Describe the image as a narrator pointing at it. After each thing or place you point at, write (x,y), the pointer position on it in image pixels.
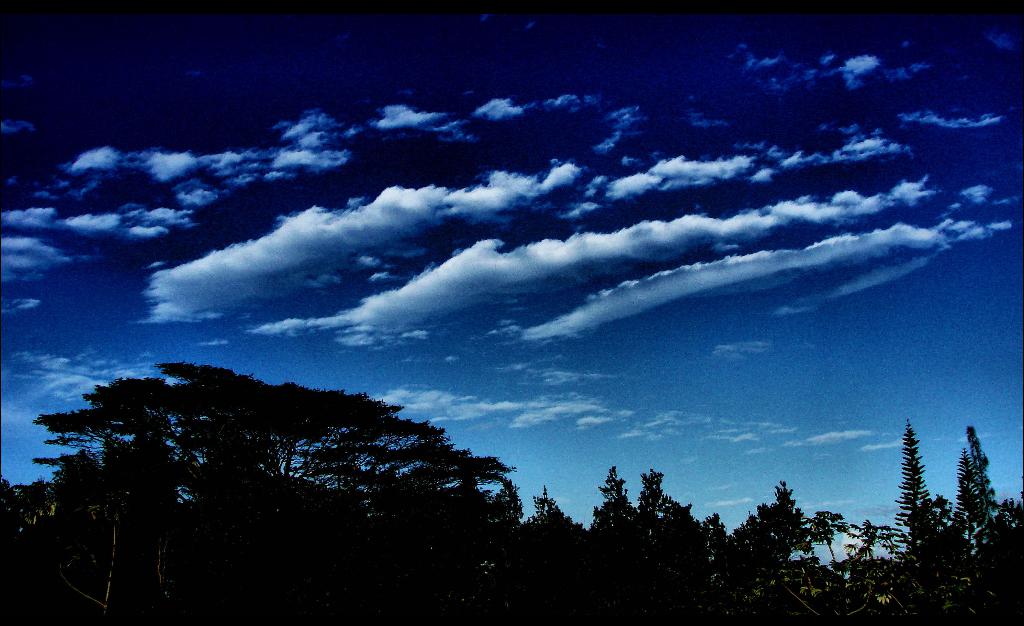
In this image at the bottom (568,543) there are some trees (487,552), and at the top of the image (550,108) there is sky (448,142).
